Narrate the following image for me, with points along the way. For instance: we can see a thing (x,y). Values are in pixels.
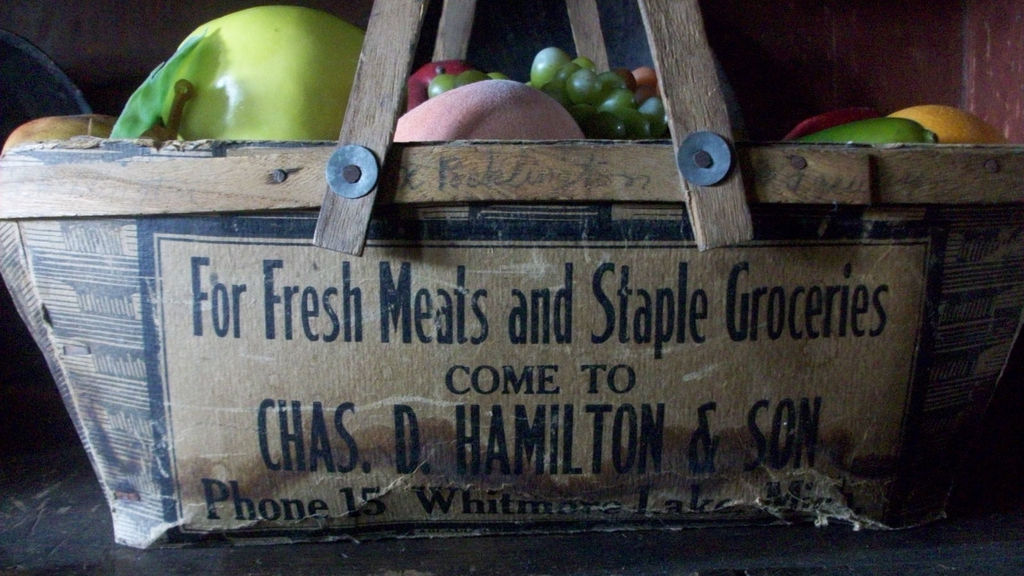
In this picture we can see a basket (813,262) on a platform (21,523), in this basket (807,269) we can see fruits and in the background (992,25) we can see an object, wall (1004,41).
